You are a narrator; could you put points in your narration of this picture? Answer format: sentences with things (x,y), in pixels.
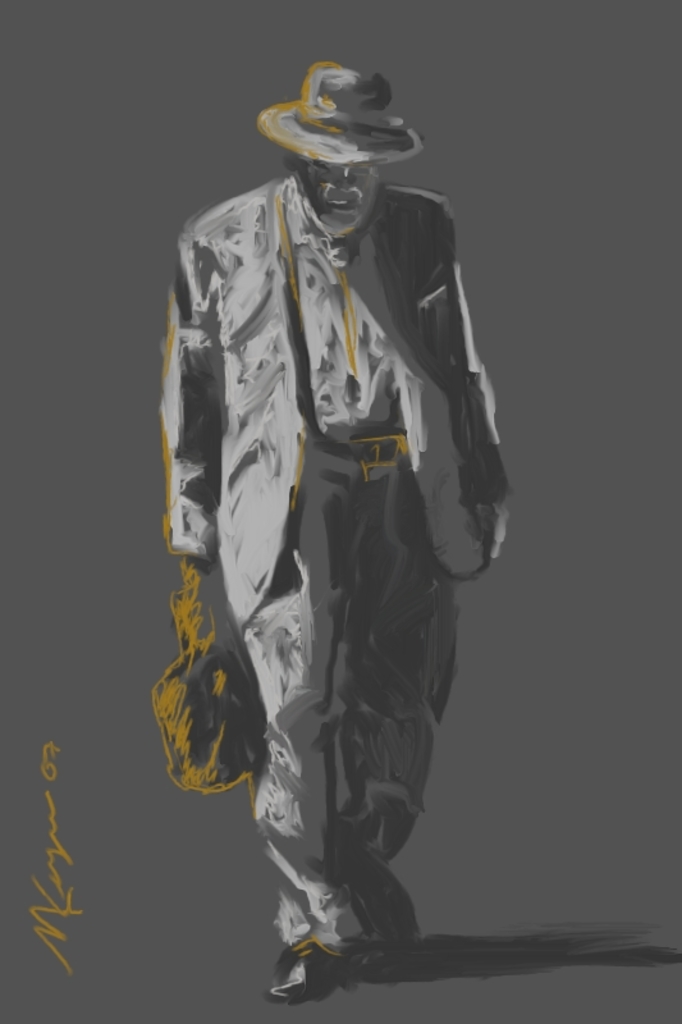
This is a painting, in this image in the center (335,484) there is a person (273,597) who is holding a bag (230,739) and walking and there is a text (60,932).
